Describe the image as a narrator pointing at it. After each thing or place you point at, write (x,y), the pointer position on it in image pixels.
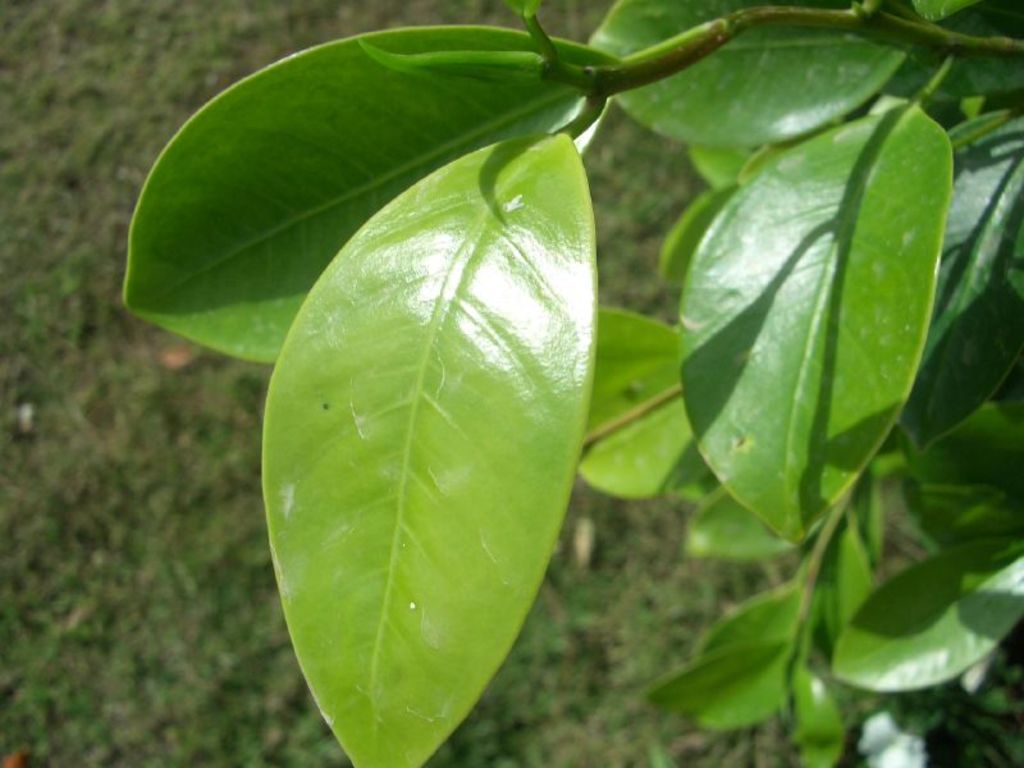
In this image I can see few green color leaves (630,351). Background (99,69) is blurred.
